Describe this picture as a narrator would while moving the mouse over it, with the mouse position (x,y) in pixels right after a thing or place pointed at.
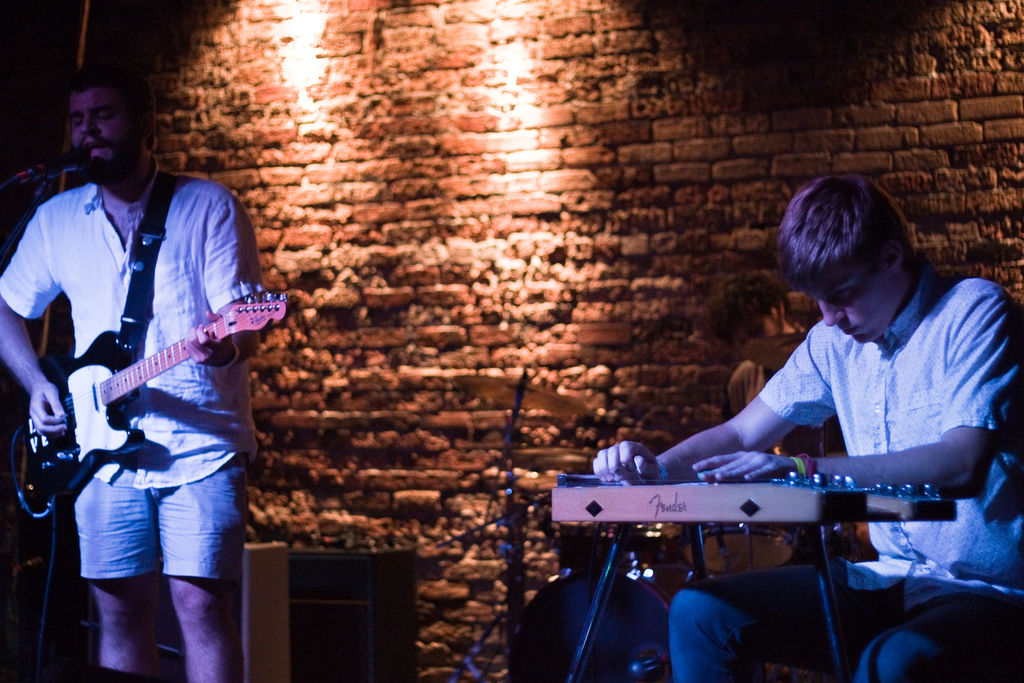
In this image i can see man (907,383) sitting, at left (200,222) a man (242,228) standing and playing guitar (137,385) he is wearing white shirt (167,317) and a short (219,527) a man (885,432) sitting wearing white shirt (909,429) and jeans (894,640), at the back ground (302,571) i can see few other musical instruments (585,604) and a wall (585,204).
